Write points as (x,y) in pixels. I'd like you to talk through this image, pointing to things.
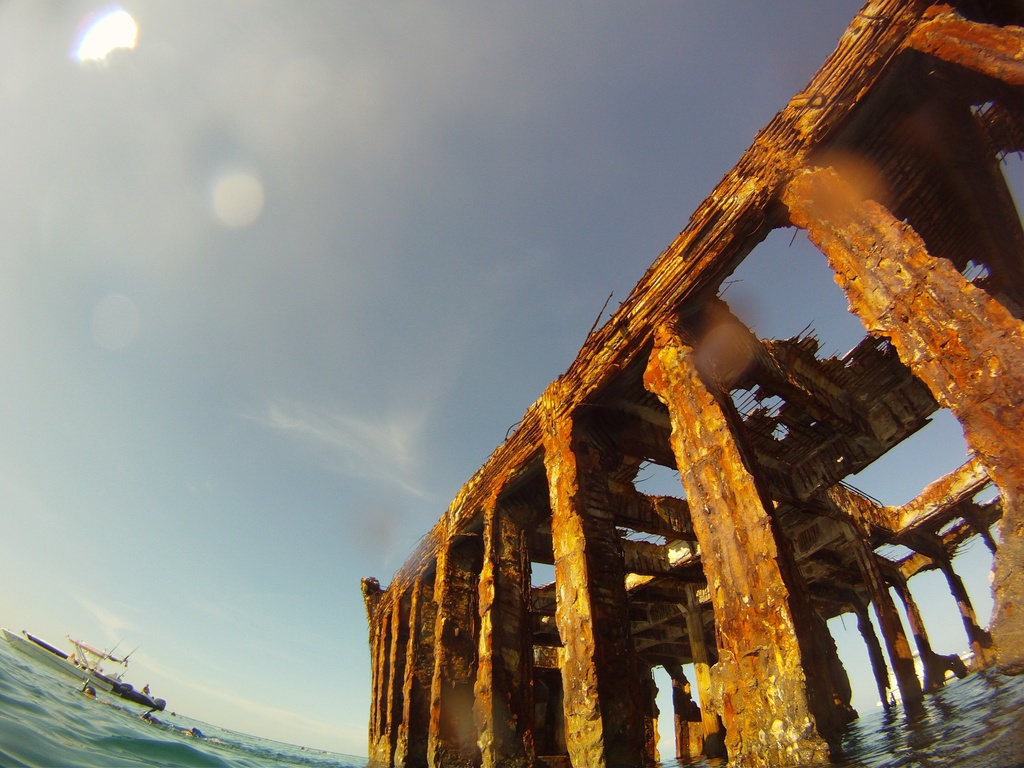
In this picture there is a ship (92,665) in the bottom left side of the image (31,651) on the water (42,668) and there is water (877,740) at the bottom side of the image (26,702), there is a rusted shipwreck (703,362) on the right side of the image (836,390).
